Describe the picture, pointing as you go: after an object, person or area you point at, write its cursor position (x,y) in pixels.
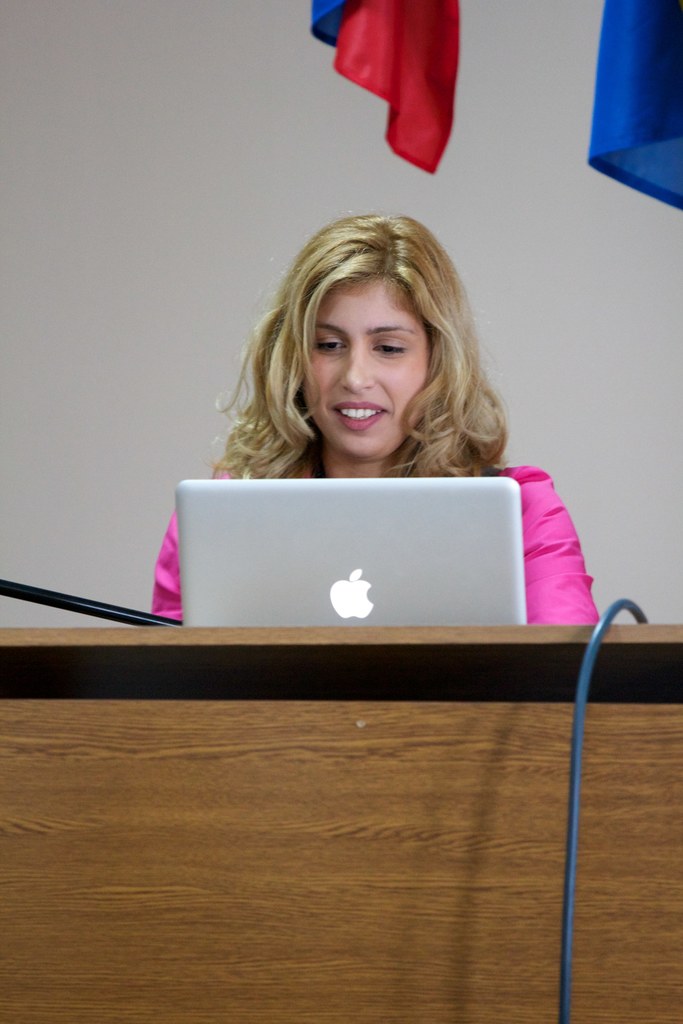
In the image, there is a wooden table (397,843) in front of the wooden table (407,847) there is a woman (459,453) standing she is also smiling there is apple laptop (415,488) on the table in the background (374,153) there is a white color wall (441,172).
